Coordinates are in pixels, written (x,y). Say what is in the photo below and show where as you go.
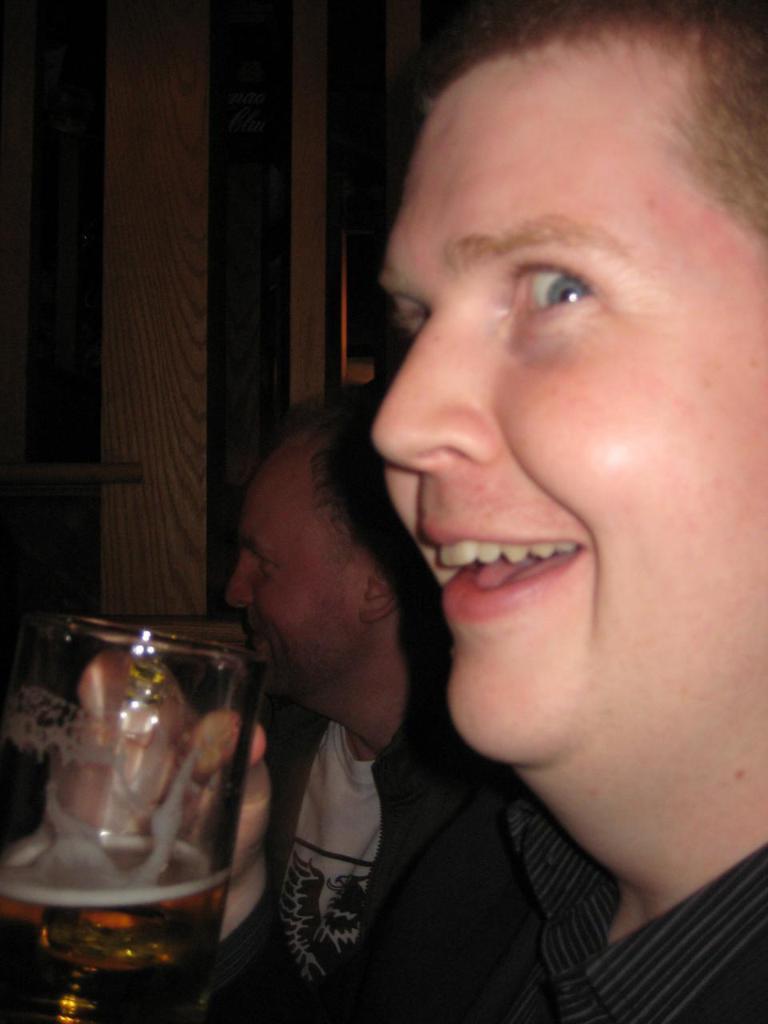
A man (595,796) is smiling and holding a beer glass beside him there is another man (300,758) sitting.
